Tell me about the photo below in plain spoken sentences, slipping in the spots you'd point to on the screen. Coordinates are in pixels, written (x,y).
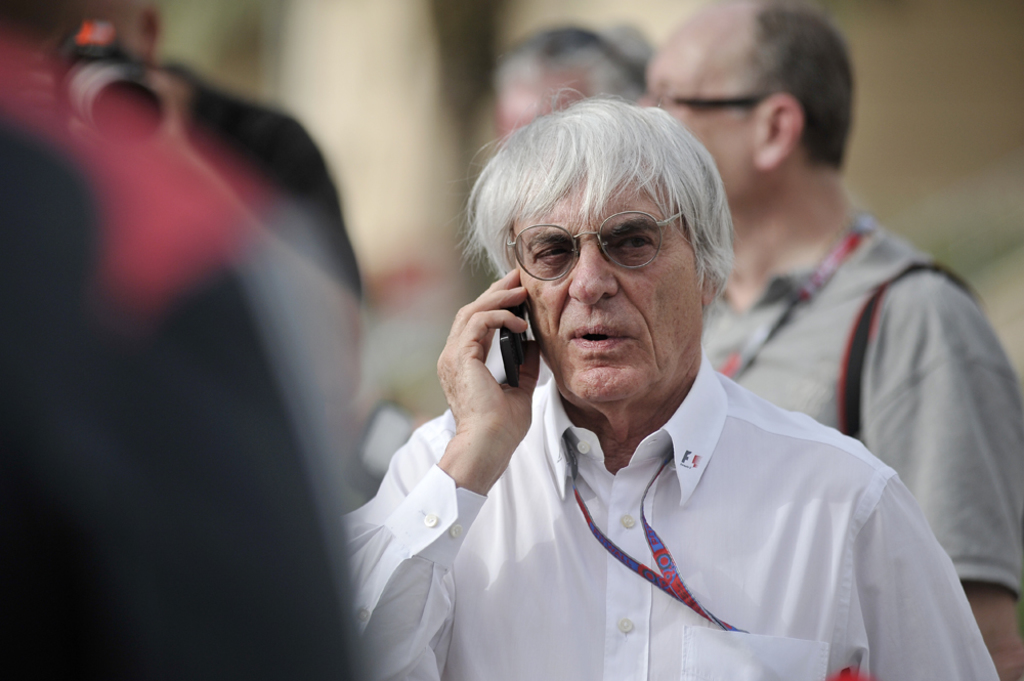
in this image there is one person (530,404) standing in middle of this image (573,453) is wearing white color dress (547,536) and holding a mobile (533,339) and there are some other persons (742,162) in the background (769,134) are standing. The person (864,302) at right side (885,302) is wearing spectacles (746,98) and there is one object (882,286) which is in black color, and there is one id card tag (673,575) at bottom of this image (656,560), and there is one other person (263,125) at left side of this image (216,159) is holding a camera (142,114).
